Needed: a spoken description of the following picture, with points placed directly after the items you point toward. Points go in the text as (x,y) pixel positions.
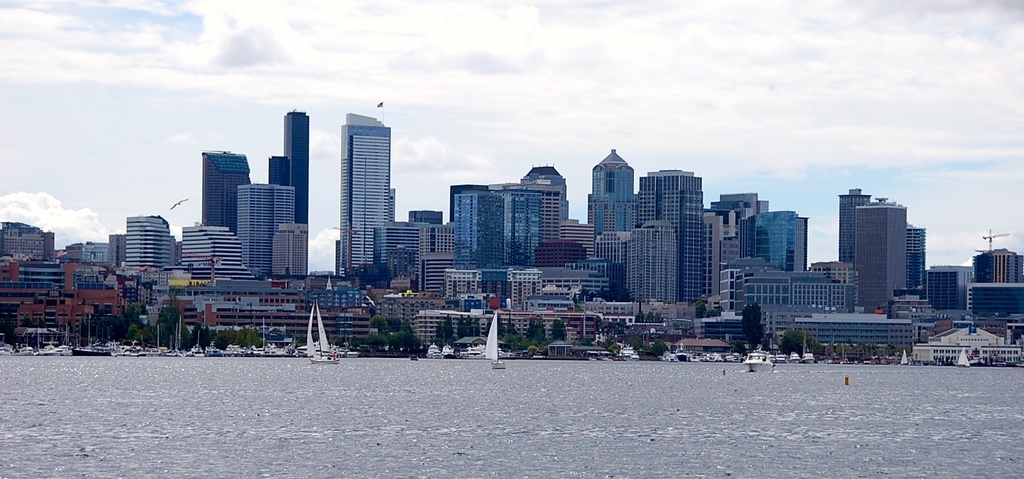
In this image we can see the buildings (543,300). And we can see the boats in the water (519,396). And we can see the trees (467,331). And we can see the clouds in the sky (314,177).
